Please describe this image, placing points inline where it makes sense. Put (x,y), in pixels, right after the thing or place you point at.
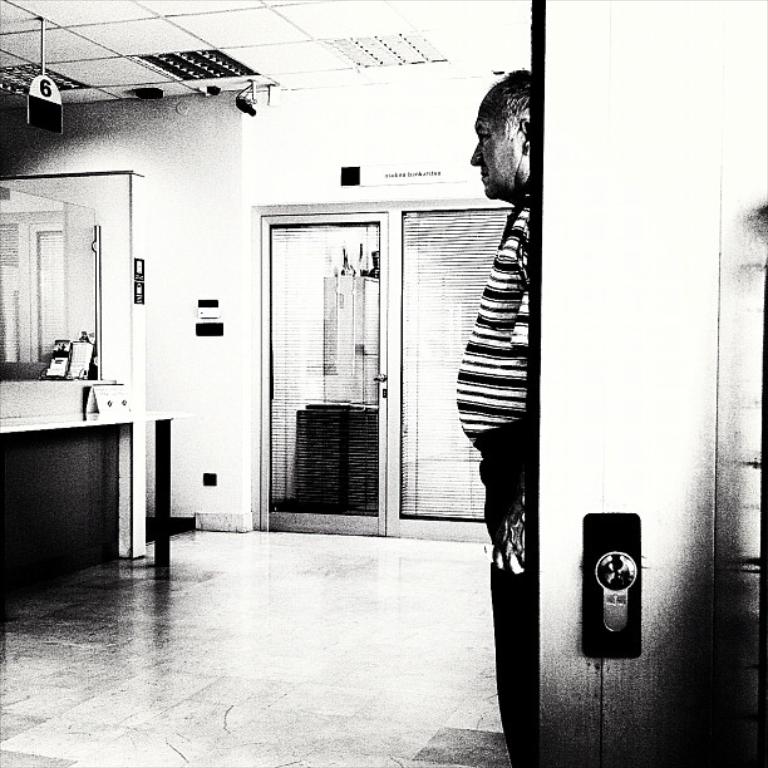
In this image I can see the person (494,387) standing inside the building (264,472). To the left (28,366) I can see some objects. In the background (334,441) I can see the door (293,429) and the boards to the wall (39,131). I can see the board (44,104) and the ceiling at the top (213,53).
